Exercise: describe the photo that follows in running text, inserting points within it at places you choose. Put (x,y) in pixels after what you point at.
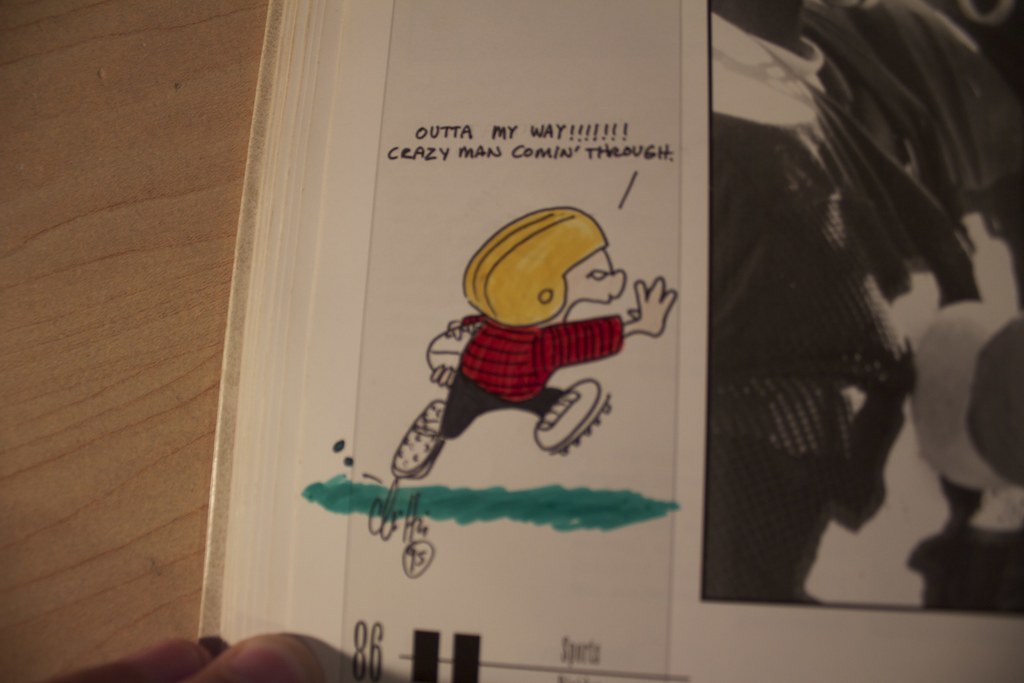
There is a book (387,409) on a wooden surface (94,362). There is a drawing (547,293) of a cartoon (512,301) and some matter (588,134) is written. There is a black and white image (889,272) at the right (924,460). There are fingers (146,666) of a person (202,677) at the bottom (193,676).
